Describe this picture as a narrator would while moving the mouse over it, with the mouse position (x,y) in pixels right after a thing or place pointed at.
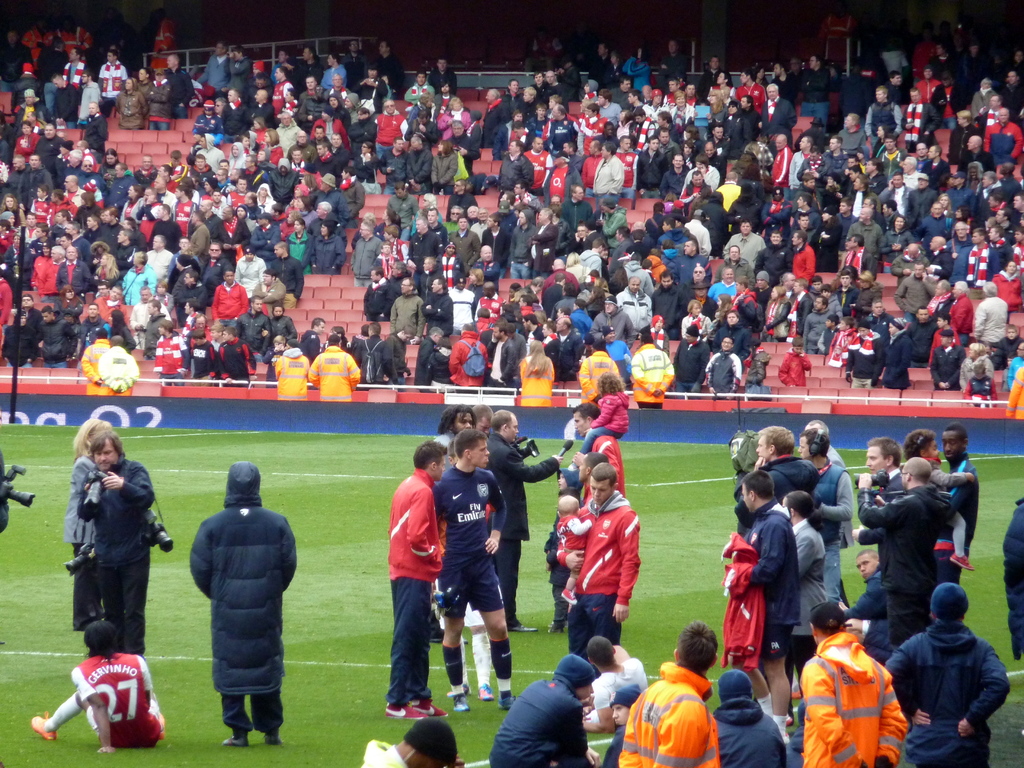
In this picture I can see there are few people (509,521) standing here in the playground (343,567) and in the backdrop (479,190) there is a banner (551,413) and there are audience (295,207) sitting here and there are red color chairs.
